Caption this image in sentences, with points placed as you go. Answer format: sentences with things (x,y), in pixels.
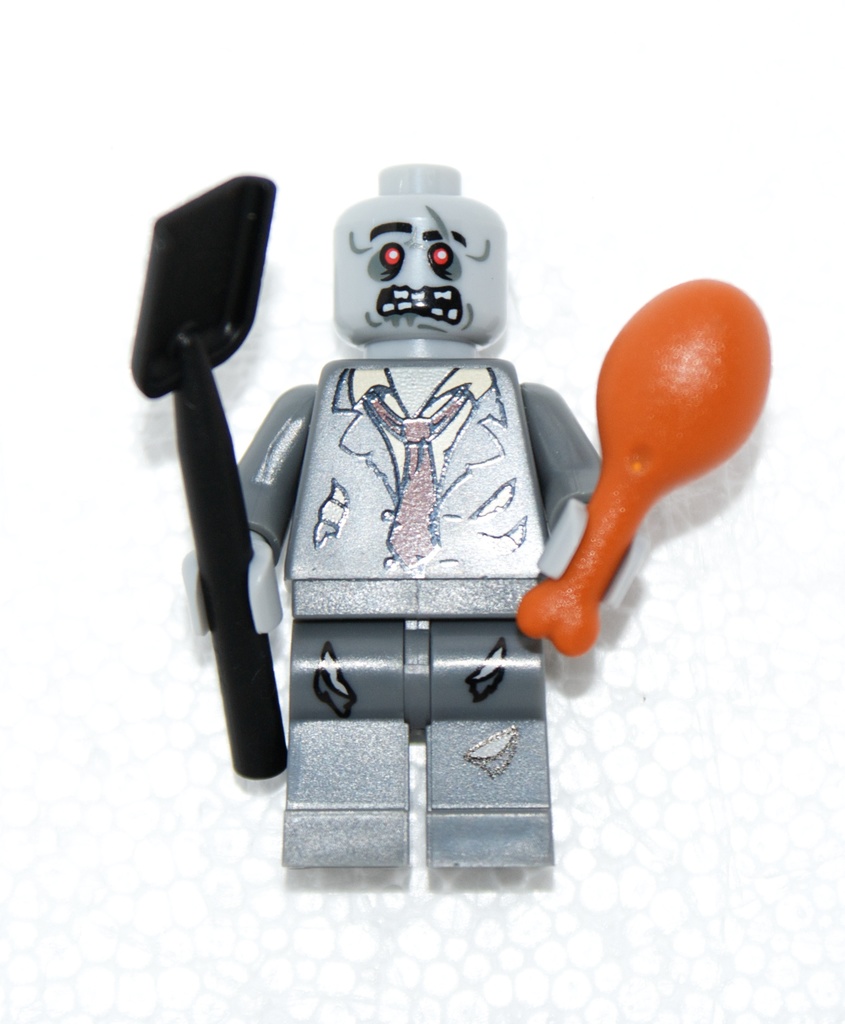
In this picture we can see a doll (341,520). In his hand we can see a plastic shovel (172,232) and drumstick (536,596).
